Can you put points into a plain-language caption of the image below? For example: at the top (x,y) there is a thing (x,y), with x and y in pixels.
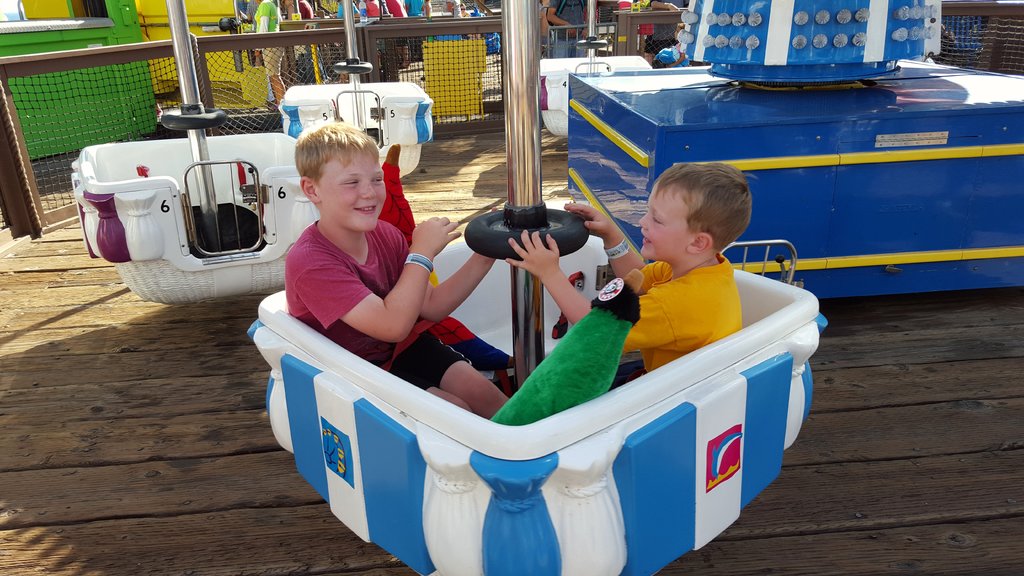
In this picture I can see two children (477,264) in the exhibition ride (532,432). I can see the metal grill fence (418,25). I can see people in the background (271,23).
